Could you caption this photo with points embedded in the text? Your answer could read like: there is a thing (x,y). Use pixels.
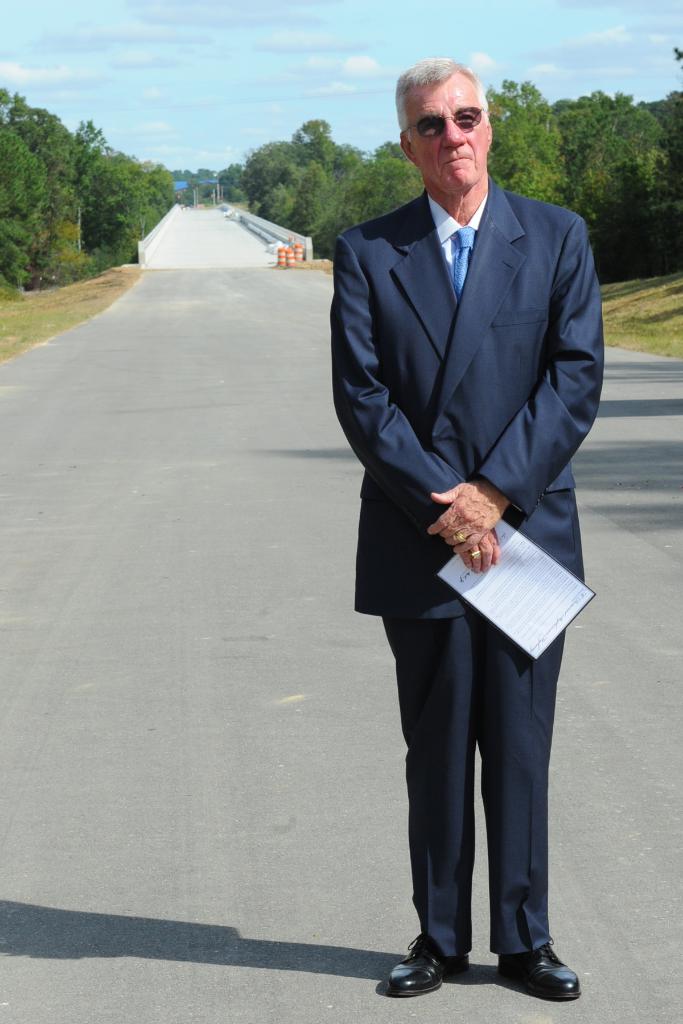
In the foreground (397,567), I can see a person (407,647) is standing on the road (572,869) and is holding an object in hand (494,507). In the background (33,259), I can see grass (652,281), trees (21,263), bridge (237,232), light poles (220,195), and the sky (226,47). This picture might be taken in a day.
